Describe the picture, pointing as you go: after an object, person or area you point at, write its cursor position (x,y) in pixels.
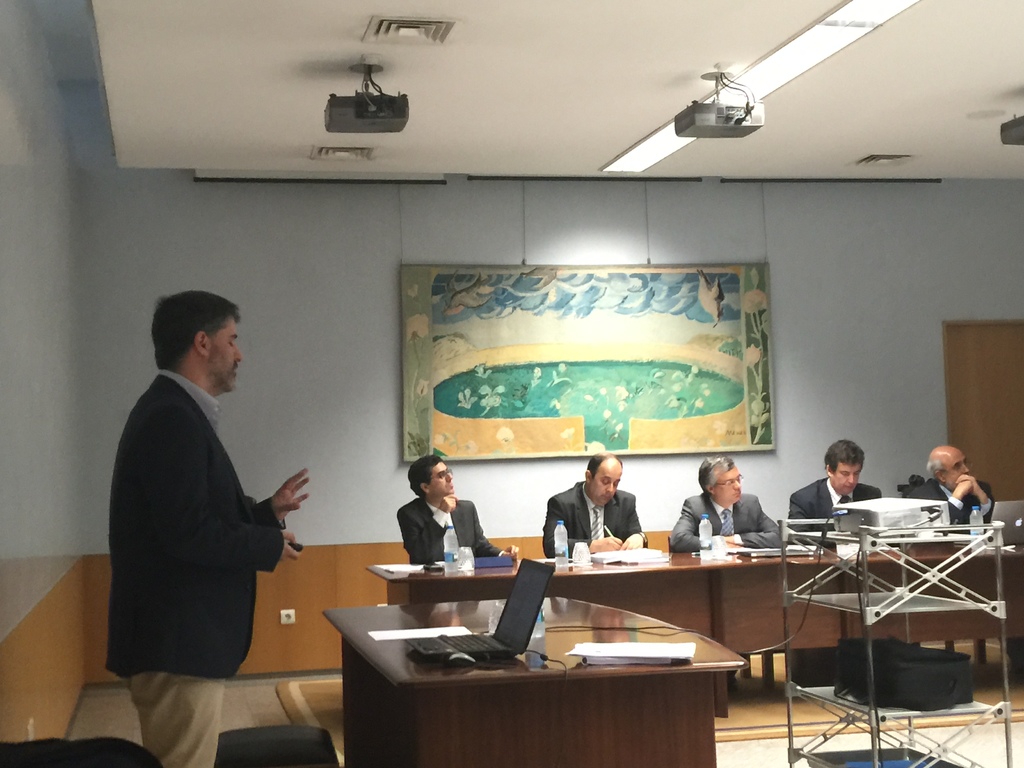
In this image I can see number of people (411,527) where few of them are sitting and a man (145,688) is standing. I can also see few tables (369,701) and a laptop (477,662) on this table (477,662). Here I can see three projectors (919,520) and a frame (450,459) on this wall (343,393).
